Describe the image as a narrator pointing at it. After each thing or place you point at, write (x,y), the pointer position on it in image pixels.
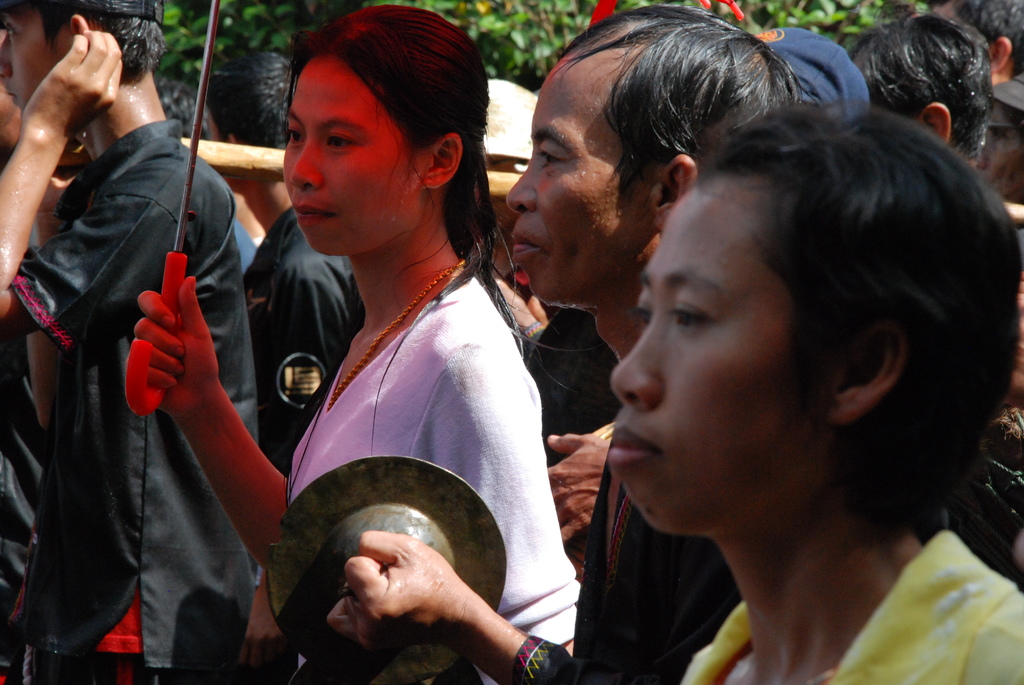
In this image there is a girl (565,581) in the middle (370,370) who is holding an umbrella (176,258). Beside her there are few other people (593,456) who are standing. In the background (545,11) there are trees (232,30). In the middle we can see there is a wooden stick (252,148). On the right side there is a person (461,607) who is holding the metal object (395,512).
